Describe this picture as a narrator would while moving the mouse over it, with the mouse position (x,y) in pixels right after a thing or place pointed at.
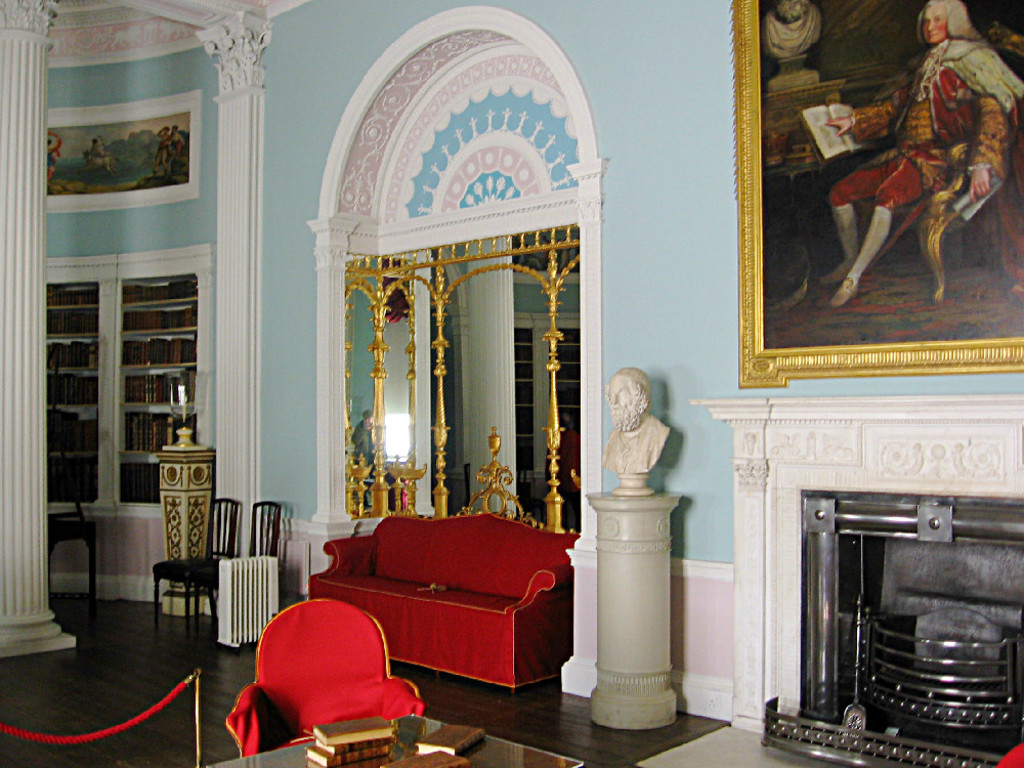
In middle of this picture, we see a red sofa (438,628). To the right of it, we see a statue (626,445) placed on the pillar (615,540). In middle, in front (322,715), we see a table (395,751) on which books (444,727) are placed, and a red color chair (359,665). On background (212,571), we see chairs (199,577) two chairs (207,553) and the rack (107,410) is filled with books (151,399) and on the left corner (17,194), we see pillar (13,203). Behind that we see a wall (126,222) on which photo frame (124,138) is placed on it. to the right top (772,131), we see photo frame (870,197) of man (918,165) sitting on the chair (948,210) and he is holding book (811,112) in his hand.
